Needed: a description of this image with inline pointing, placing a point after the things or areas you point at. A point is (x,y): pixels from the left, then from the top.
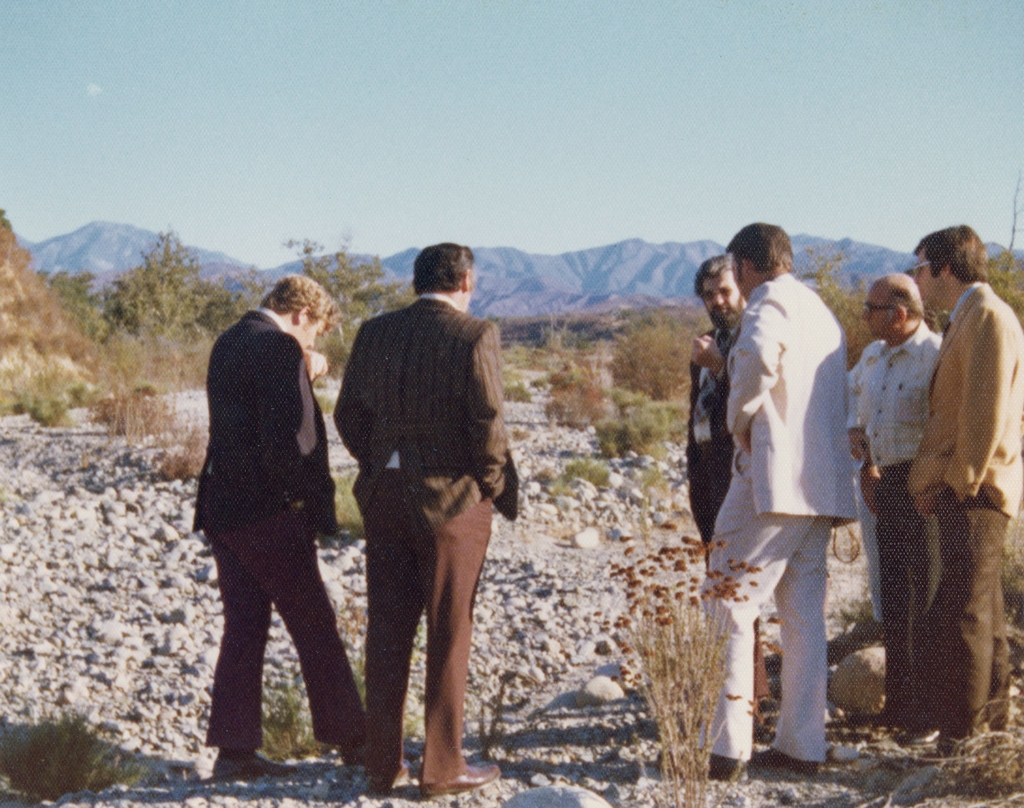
On the left side (272,335), there are two persons (366,444) in suits (363,401) on the ground (361,781), on which there are stones (171,741) and plants (701,766). On the right side (980,266), there are four persons (944,536) standing on the ground (828,732). In the background (582,272), there are mountains (674,253) and there is sky (433,28).
